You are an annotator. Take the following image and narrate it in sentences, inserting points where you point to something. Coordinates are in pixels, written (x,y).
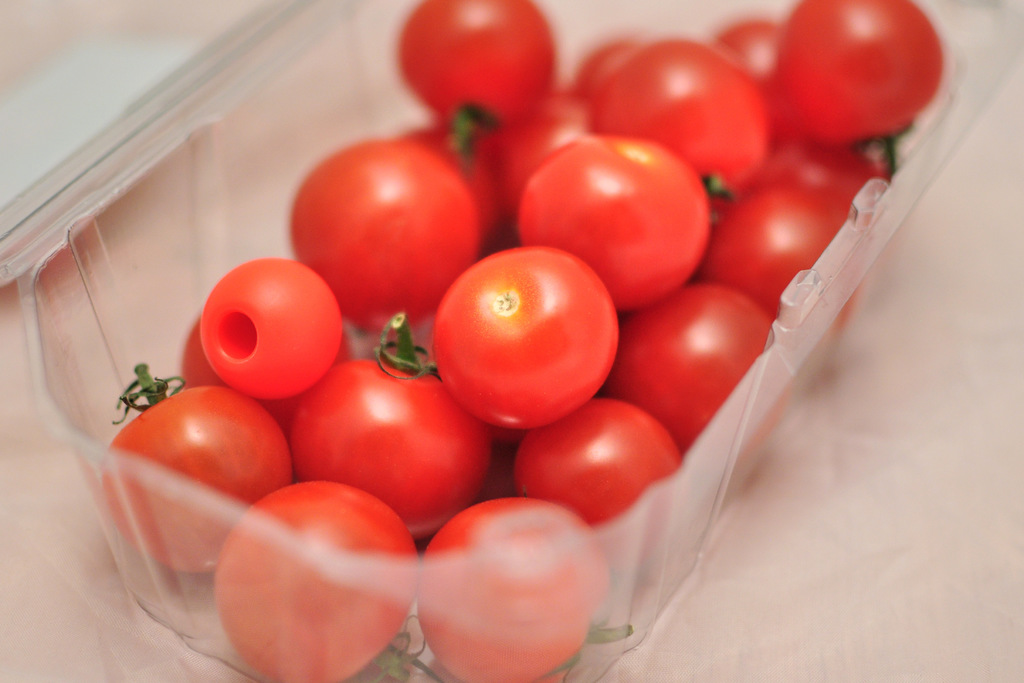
In this image I can see a box (159,592) and in it I can see number of red color tomatoes (420,299) and a red color thing (291,282) over here.
